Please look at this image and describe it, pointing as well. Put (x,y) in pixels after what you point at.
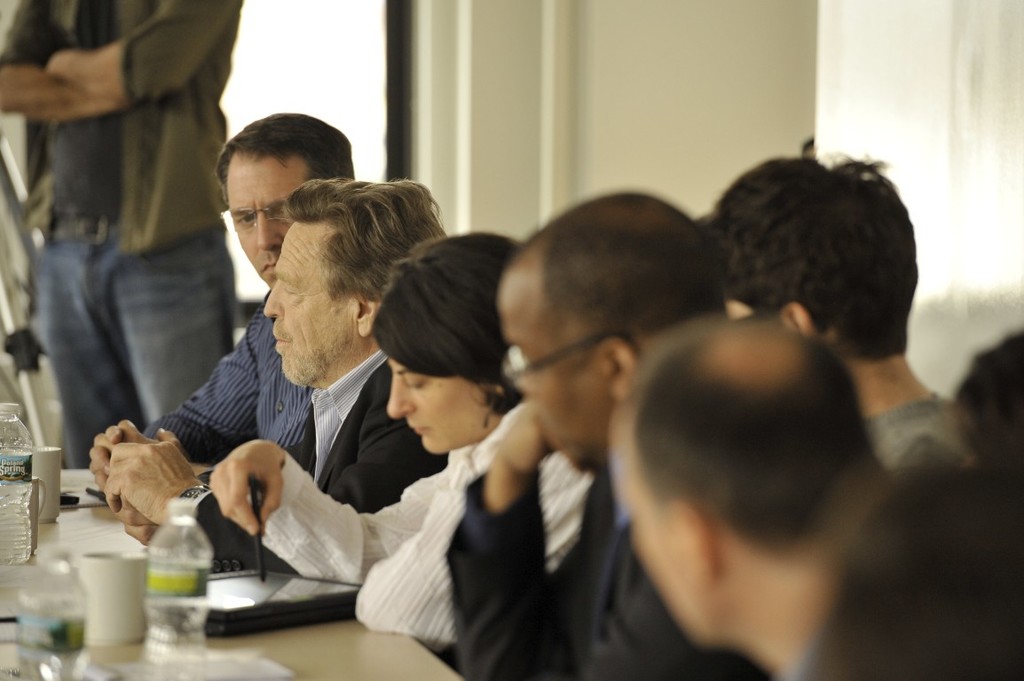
There are group of persons (495,403) sitting in front of a table (67,544) which has some objects (133,557) on it and there is another person (107,157) standing in the left corner (122,213).
